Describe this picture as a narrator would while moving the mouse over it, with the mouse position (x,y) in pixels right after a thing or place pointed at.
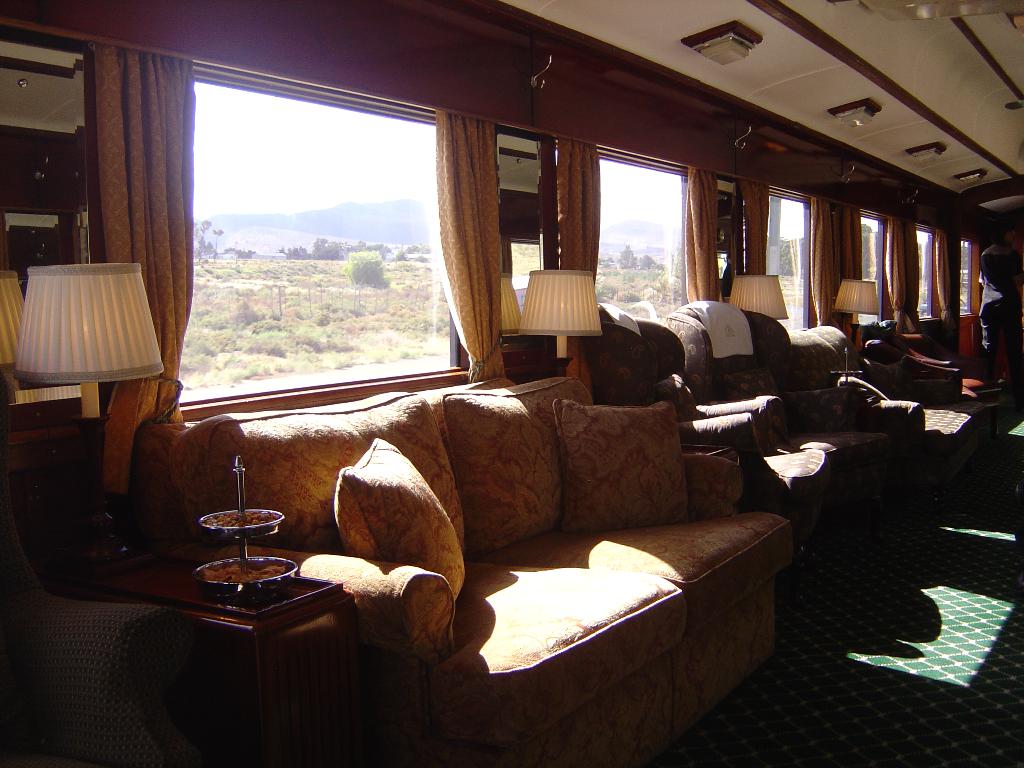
This picture describes about interior of the room (667,504), in this we can see lights (137,349), curtains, sofas (568,594) and pillows (415,473), in the background (329,247) we can see couple of trees (354,278).
